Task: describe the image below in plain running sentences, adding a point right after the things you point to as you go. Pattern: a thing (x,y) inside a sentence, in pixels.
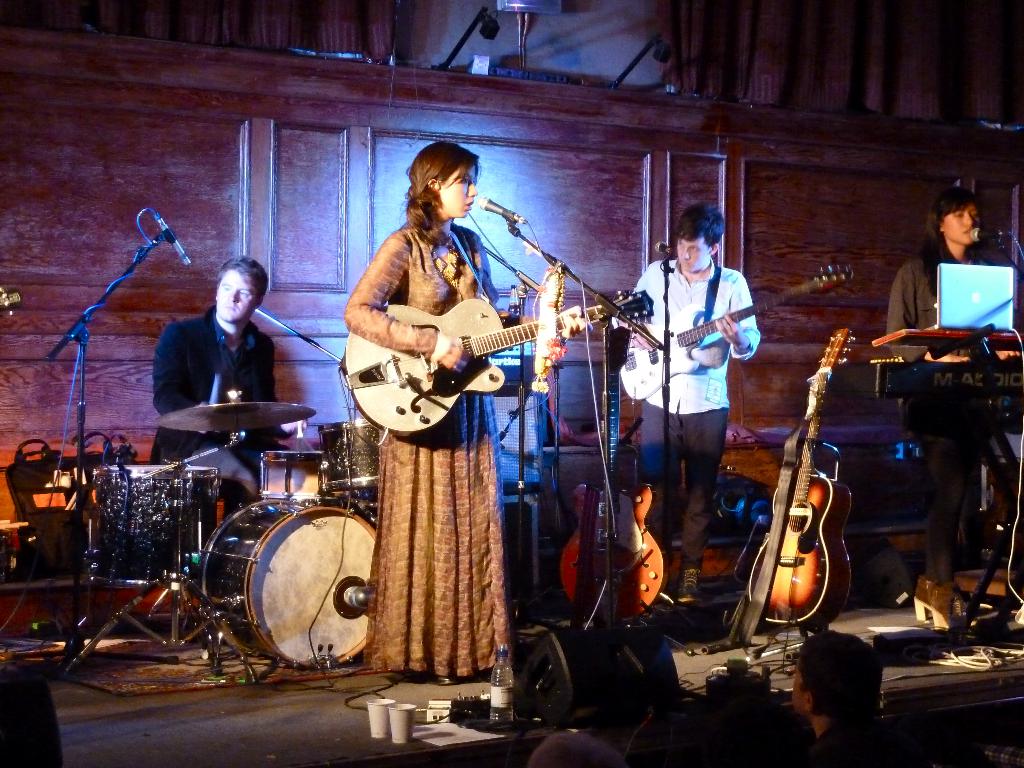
This image consist of four people (201,363) playing music. In the front (406,290), the woman (406,290) is playing guitar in front of mic (513,213) and singing. To the right (938,487), the woman (972,462) is playing keyboard (952,383). In front of her, there is a laptop (964,315). To the left (269,392), the man (195,395) wearing black shirt (185,360) is playing drums (233,529). In the background (150,111), there is a wooden wall (466,127).
